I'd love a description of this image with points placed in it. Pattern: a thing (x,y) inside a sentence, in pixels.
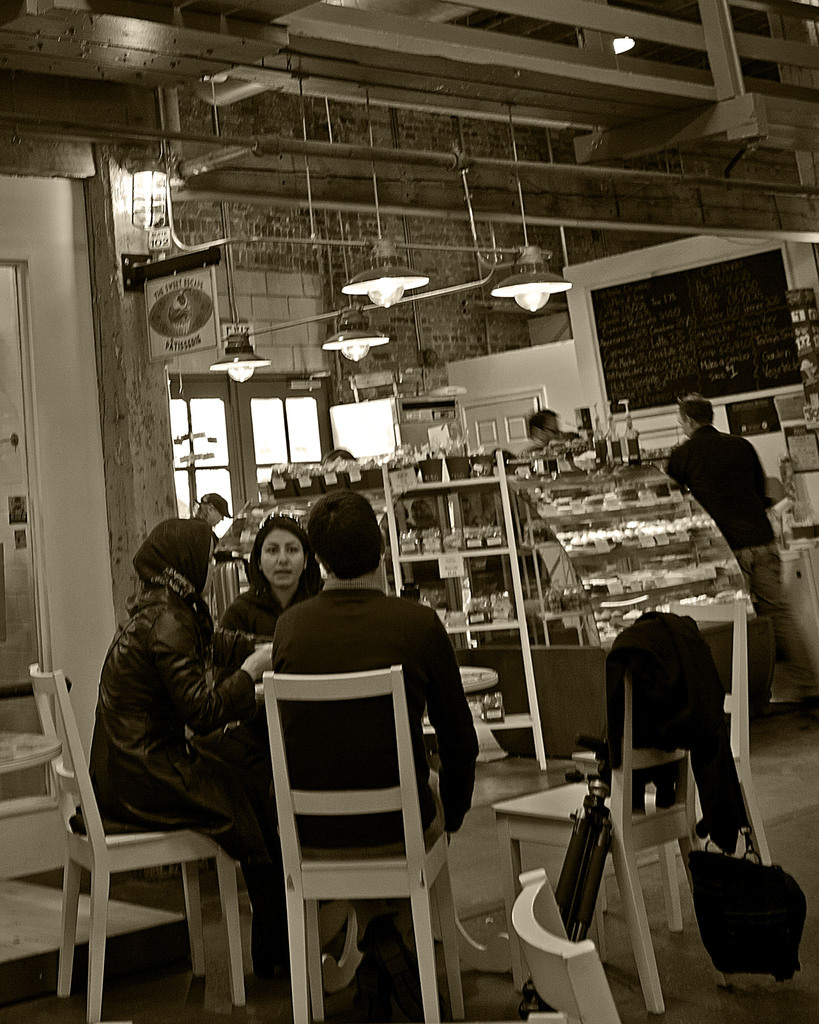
This picture is clicked in a restaurant (458,604) where three persons (368,602) are sitting on a chair (373,896). At the right side (712,476) person (725,477) wearing a black shirt (733,510) is standing. In the middle (365,652) the man (362,714) is sitting on a chair (389,804). On the left side (164,663) woman (164,663) is sitting on a chair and in the center (292,570) the woman (266,571) sitting is having conversation with these persons (386,629). In the background (452,485) there are stands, showcase (624,552). On the top (380,278) there are lights (239,347) hanging and a sign board (198,320).
